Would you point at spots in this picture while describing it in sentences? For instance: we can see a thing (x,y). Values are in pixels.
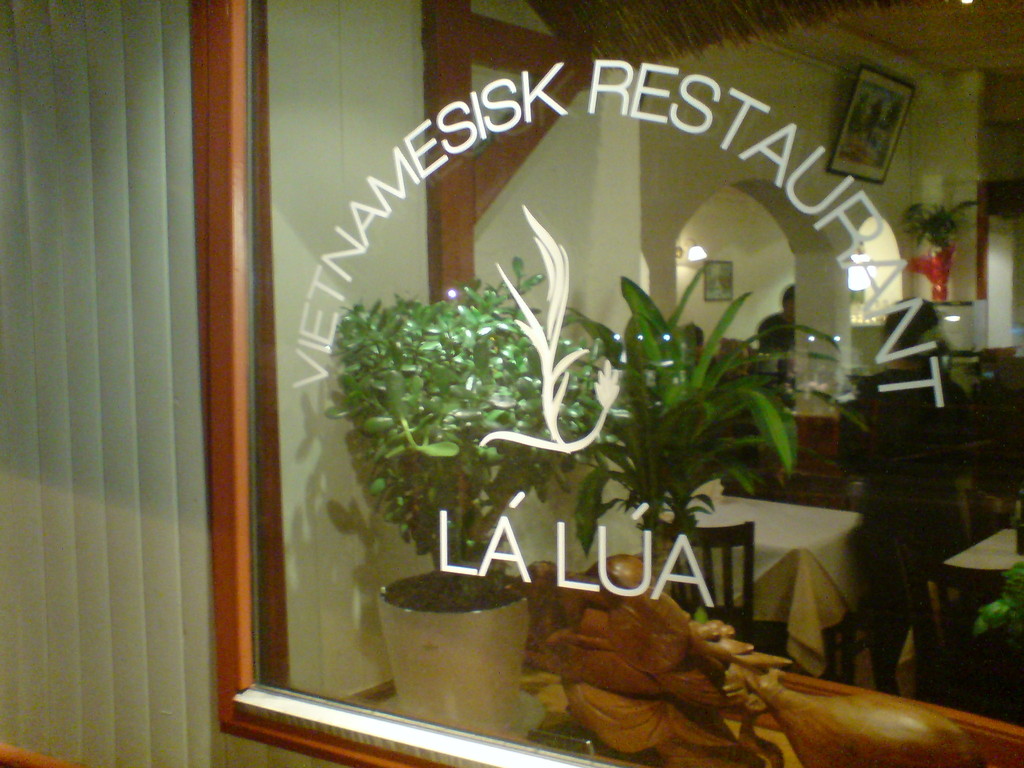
Here we can see a text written and a logo (606,375) on the glass (491,480) and this is wall (657,270). Through the glass (601,614) we can see house plants (651,321), sculpture (595,719). few persons (792,334) standing, tables (798,532), chairs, frames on the wall (756,308) and lights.
